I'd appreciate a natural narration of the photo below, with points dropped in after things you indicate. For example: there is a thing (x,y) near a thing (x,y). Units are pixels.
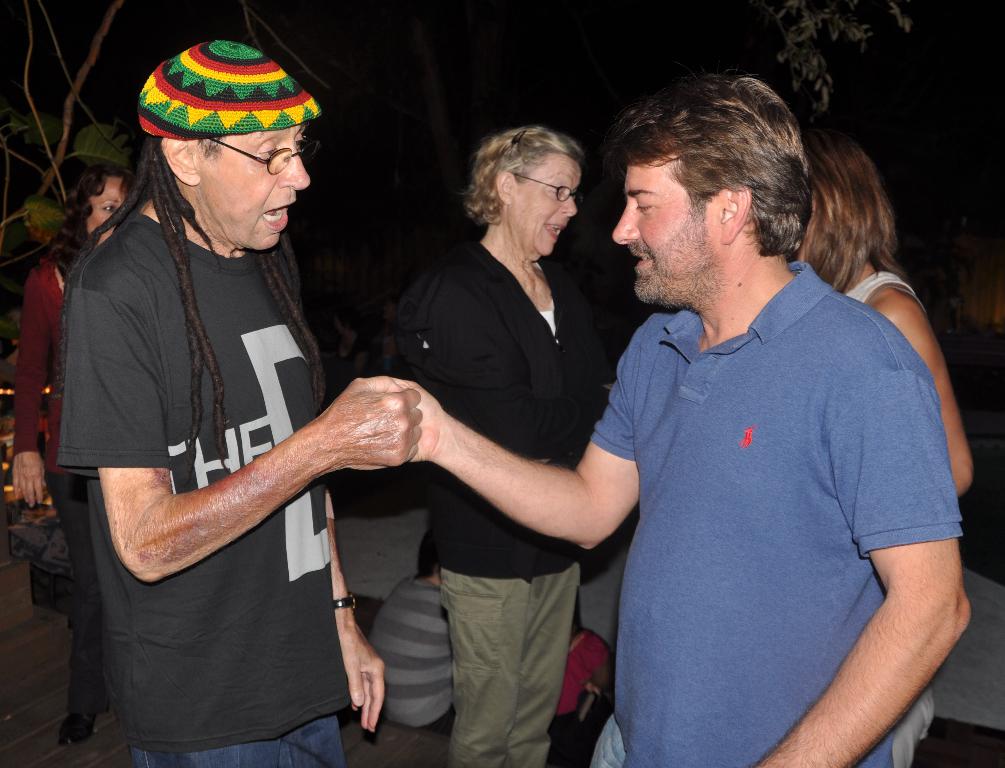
In this image I can see few people (587,447) are standing on the ground (356,739). Two men (181,471) are holding their hands (351,438). The man (204,333) who is on the left side (201,275) is speaking. At the back of these people (502,628) there are two persons (577,660) sitting. On the left side (25,212) there is a tree (73,85). The background (455,101) is dark.
